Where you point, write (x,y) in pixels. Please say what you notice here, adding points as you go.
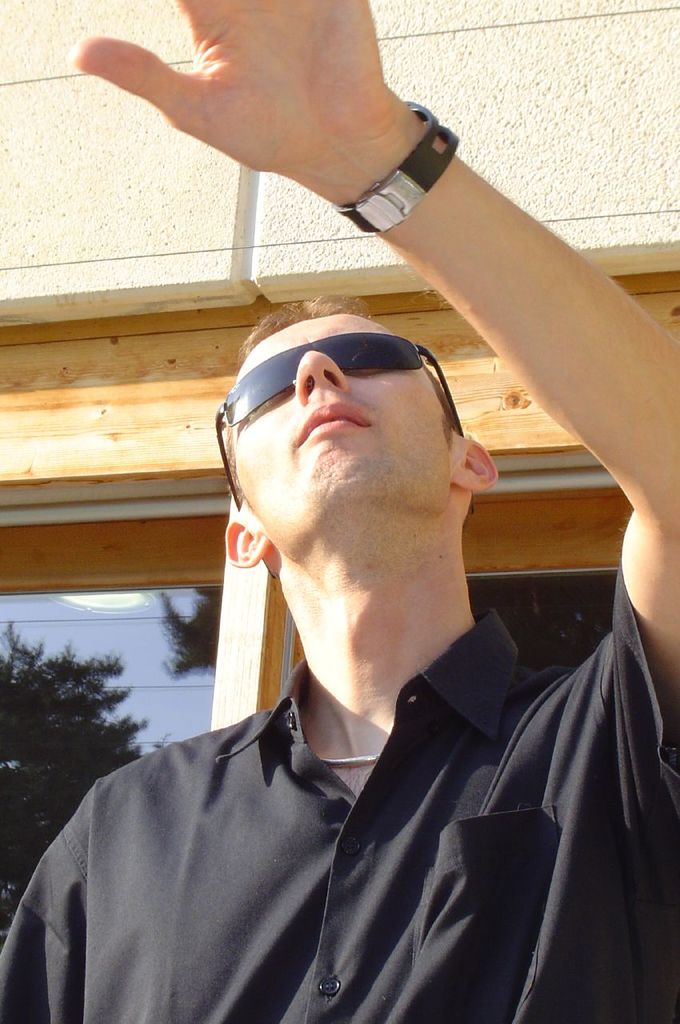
In the foreground (309,467) we can see a person (353,832). In the background (131,211) we can see wall (198,309), door (132,686) and pipe (149,518).
